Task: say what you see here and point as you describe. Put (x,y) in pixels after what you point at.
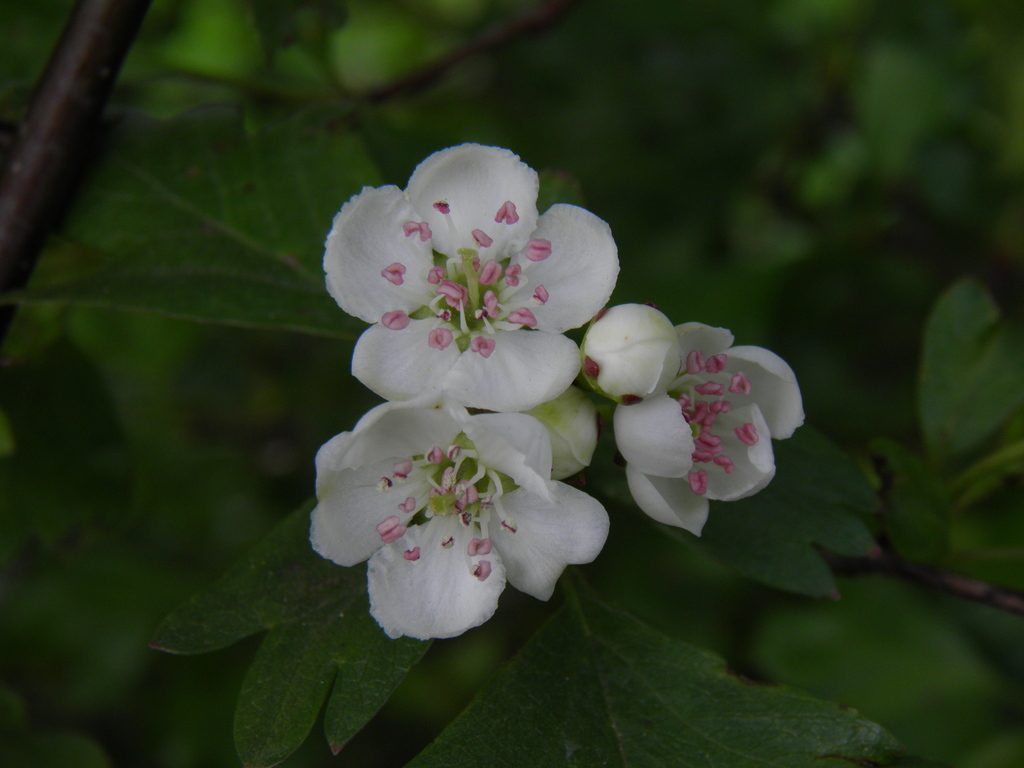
In this picture there are white flowers (462,277) on the plant (823,749) and there are buds (639,320) on the plant (617,409).
